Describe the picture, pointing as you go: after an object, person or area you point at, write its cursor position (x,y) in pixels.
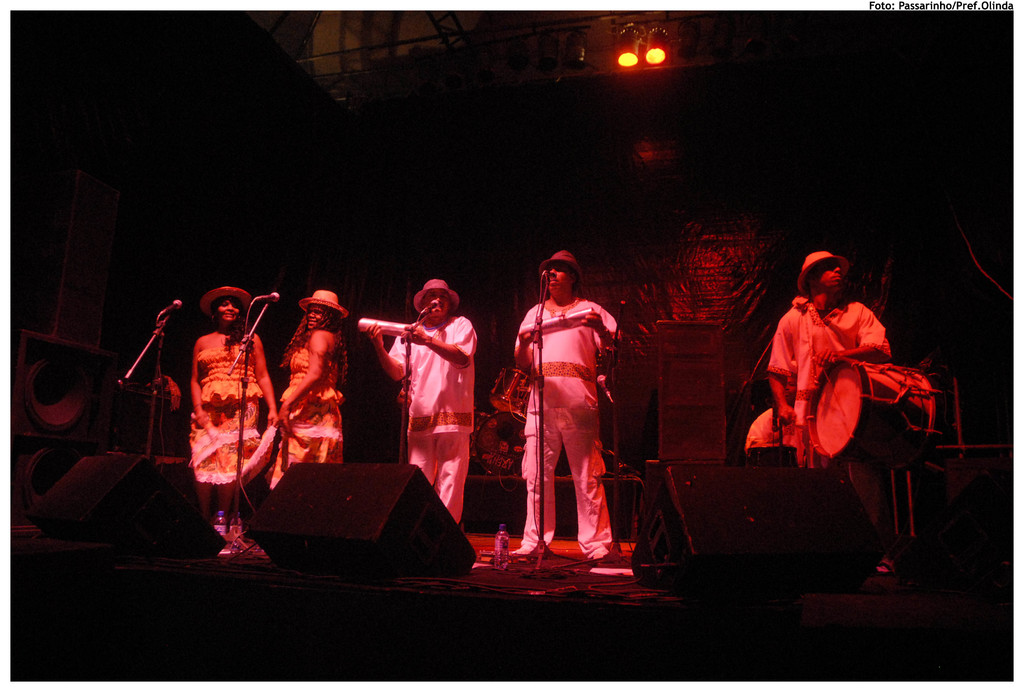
In the middle of this image (551,366), there are two women (318,349) and three persons (570,337) standing on a stage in front of the four microphones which are attached to the stands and there are speakers (315,531) arranged. One of these persons (808,391) playing a drum (831,458). In the background (660,44), there are two lights (625,42) arranged.
